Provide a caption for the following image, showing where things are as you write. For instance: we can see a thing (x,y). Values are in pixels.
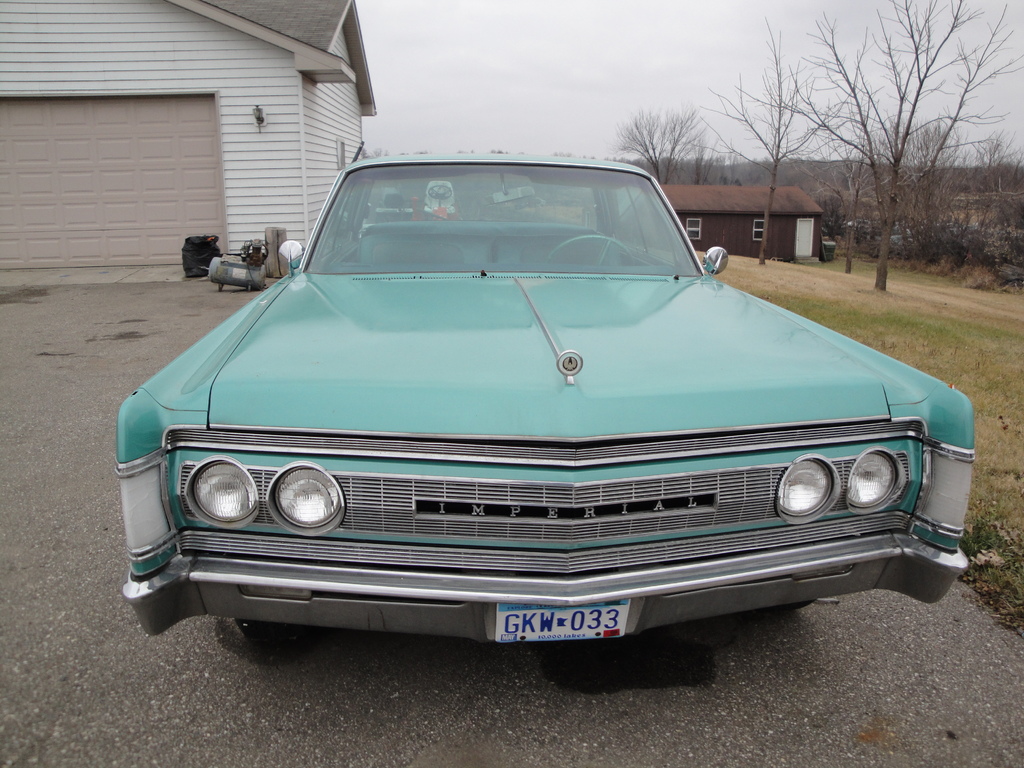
In this picture we can see a car (276,562) on the ground (733,717), houses (314,212) with windows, trees (921,207) and in the background (482,11) we can see the sky (733,93).
